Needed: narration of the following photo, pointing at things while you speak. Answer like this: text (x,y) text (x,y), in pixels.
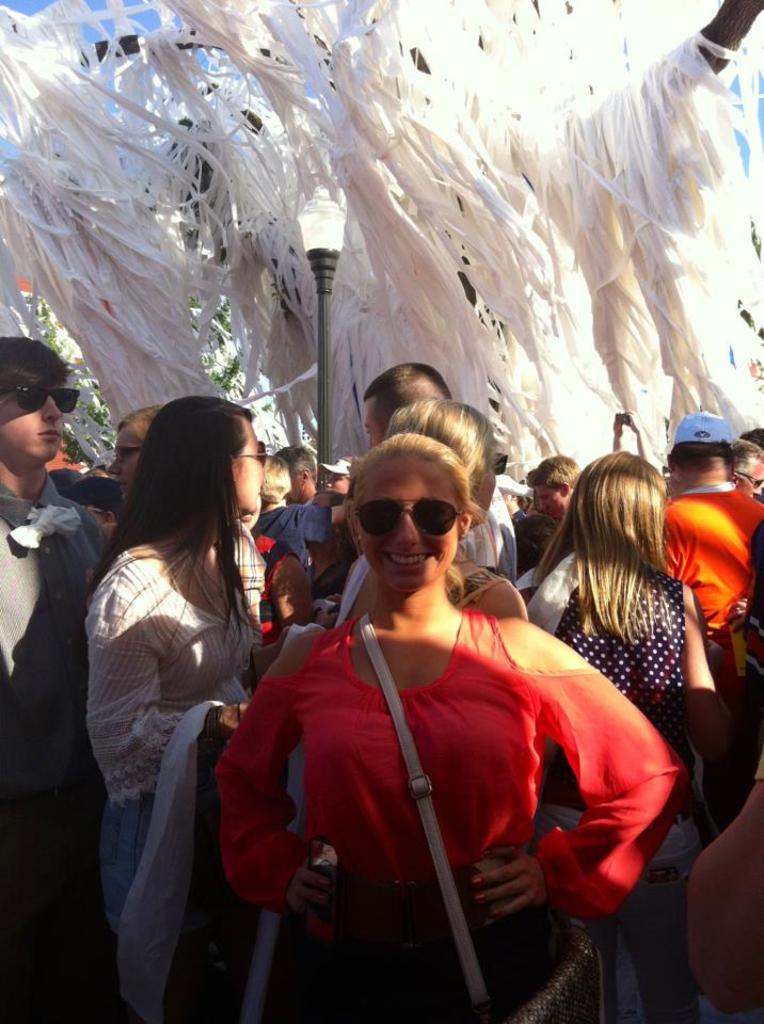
In the image we can see there are many people (397,566) around, they are wearing clothes (293,521) and some of them are wearing goggles (406,515) and they are carrying bags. Here we can see light pole (318,283) and the sky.
